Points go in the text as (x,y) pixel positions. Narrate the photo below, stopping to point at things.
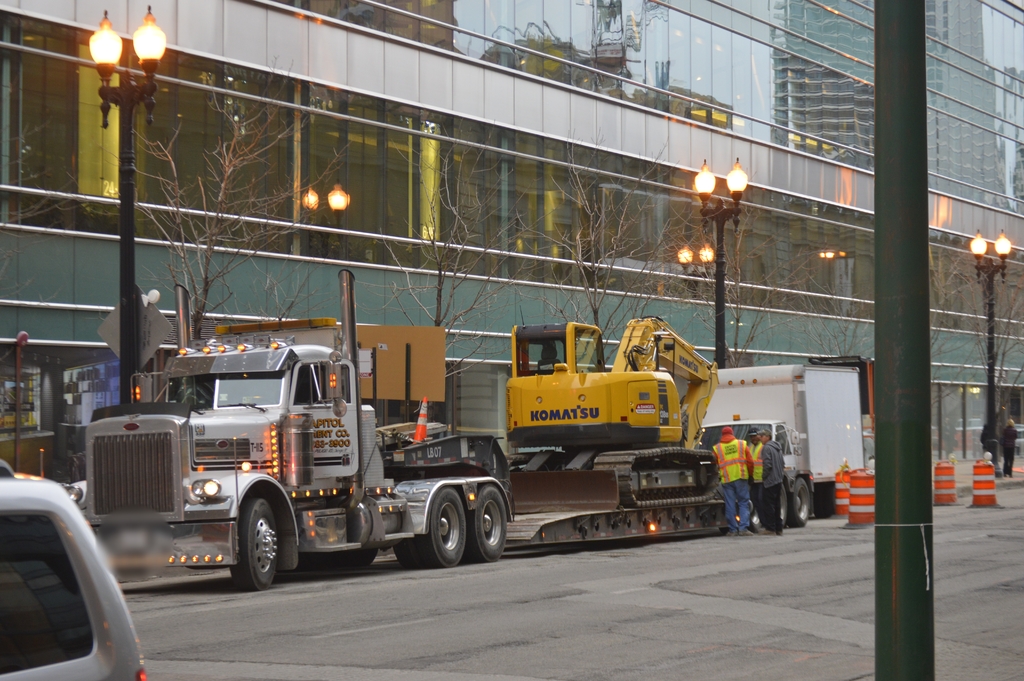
In this given picture, I can see a big building (848,65) and electrical poles (133,167) which includes lights (114,51) and i can see few people (752,459) after that a lorry (304,409), mini truck (791,390) and a road (717,633).
